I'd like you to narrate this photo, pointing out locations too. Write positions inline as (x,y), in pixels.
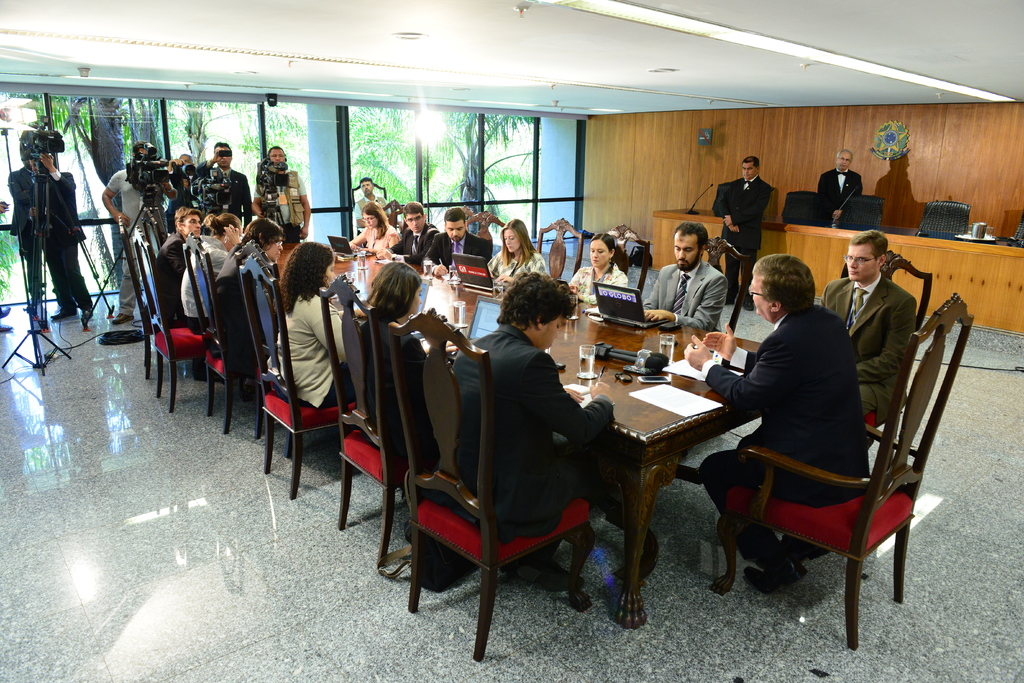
Group of people (301,390) sitting on the chairs (299,418), few persons (846,187) are standing. We can see laptops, bottle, glasses (585,350), papers (688,395) on the table (451,297). On the background (457,144) we can see wall (901,194), chairs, glass window (463,138) from this glass window (383,138) we can see trees (524,164). There camera (52,155) with stands (47,213). This is floor (542,606).
